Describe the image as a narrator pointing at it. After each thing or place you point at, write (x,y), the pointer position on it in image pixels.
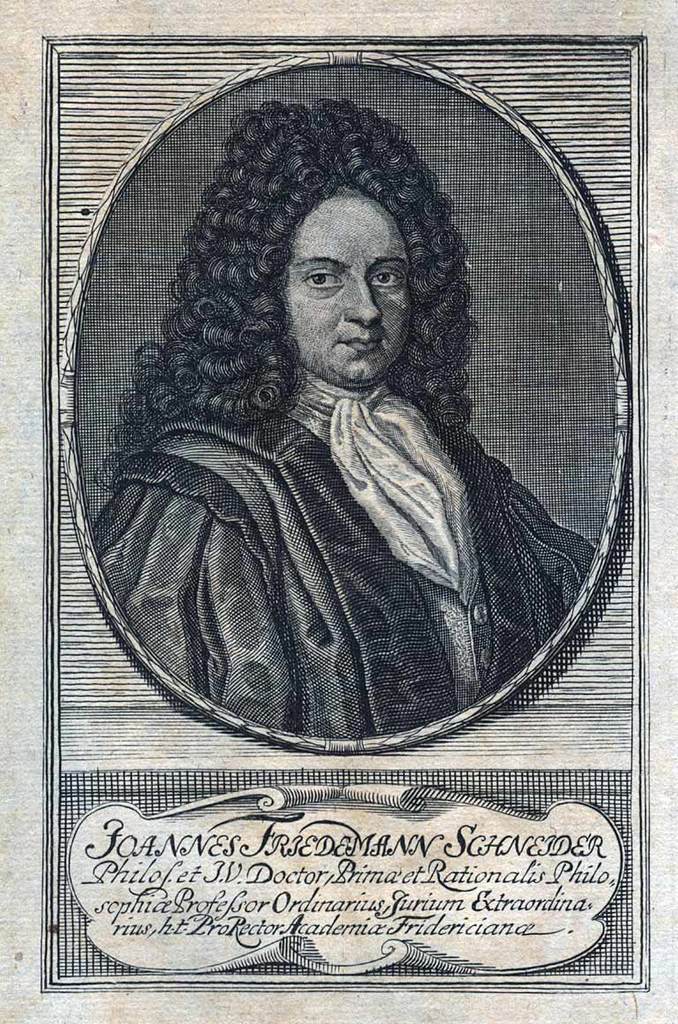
There is a poster (464,557) having painting (481,375) of a person (564,610) and texts (354,923).
